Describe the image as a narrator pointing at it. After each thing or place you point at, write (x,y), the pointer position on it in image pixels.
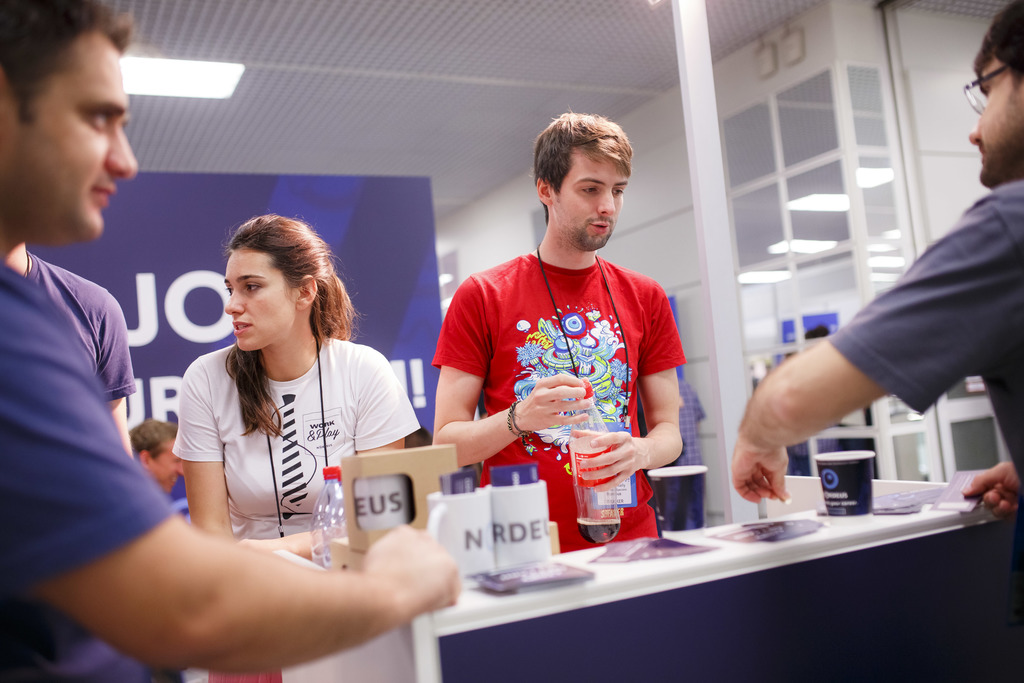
This picture is clicked inside the hall (576,19) and we can see the group of people (301,320) wearing t-shirts (308,422) and seems to be standing and we can see the glasses (848,458), bottle (329,518) and some items (755,526) are placed on the top of the table (763,562). In the background (172,485) we can see the roof (342,129), lights (181,92), wall (499,230), persons (160,471), bottle (571,442), text (145,284) on the banner (421,406) and some other items (255,674).
